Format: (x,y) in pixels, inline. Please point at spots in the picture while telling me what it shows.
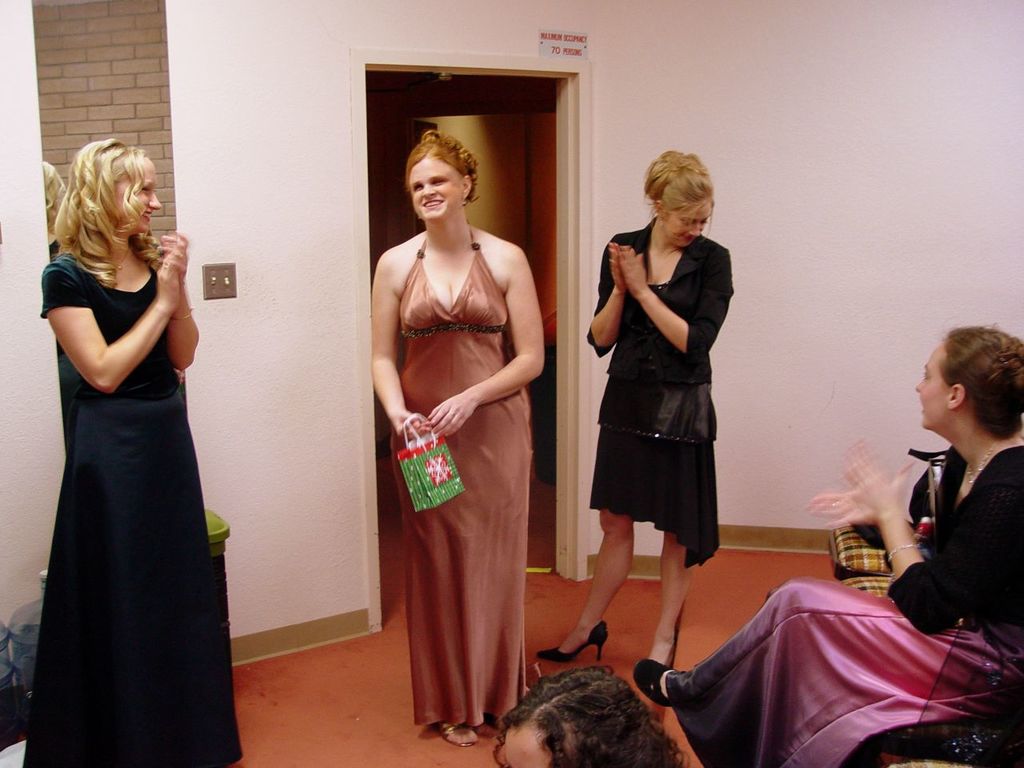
There are three women (149,430) in different color dresses (639,311), standing on the orange color floor (378,672), near person (969,546) who is sitting on a chair (972,715). In the background (875,107), there is a mirror (93,40) on the white wall (622,6), near a door (555,129).
